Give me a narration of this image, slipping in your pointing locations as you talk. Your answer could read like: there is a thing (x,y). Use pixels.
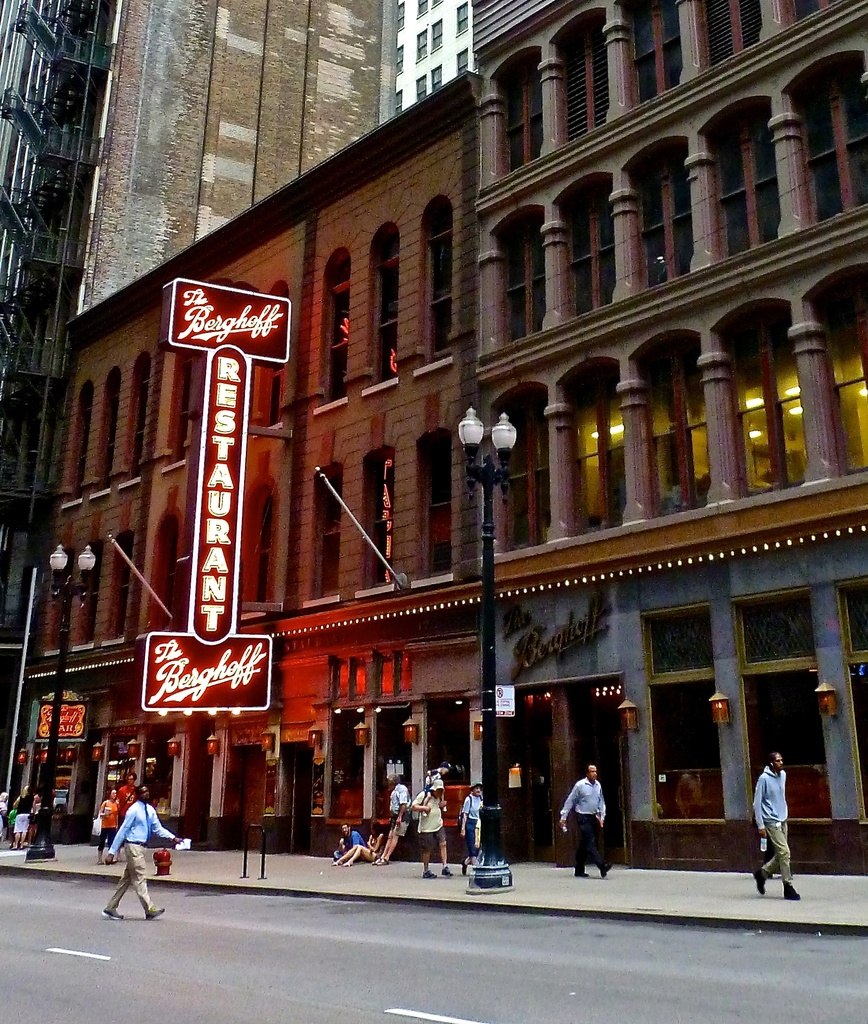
This picture is clicked outside on the road (412,968). In the center (487,677) we can see the group of people (423,823) walking on a sidewalk (412,882) and there are two persons (347,846) sitting on the ground (365,884) and there is a red color board (212,638) on which the text (212,559) is printed and we can see the lights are attached to the poles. In the background (115,27) we can see the buildings (393,392).
